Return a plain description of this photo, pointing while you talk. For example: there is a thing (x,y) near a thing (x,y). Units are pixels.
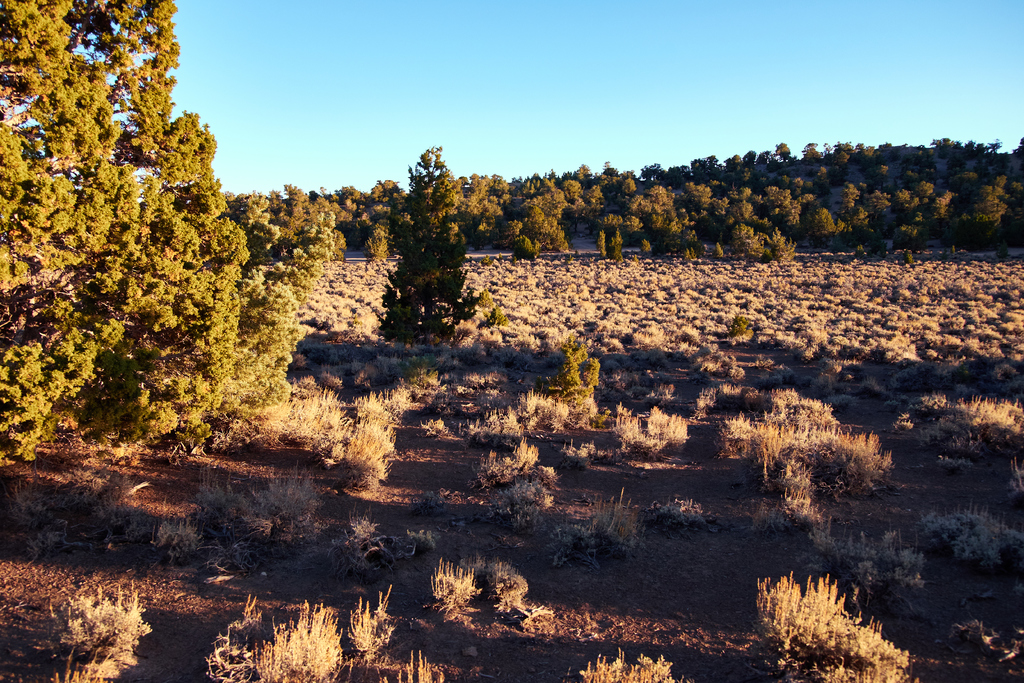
In this image I can see grass (332,383), trees (391,241) and the blue sky (519,165). This image is taken may be during a sunny day in the forest (911,191).
